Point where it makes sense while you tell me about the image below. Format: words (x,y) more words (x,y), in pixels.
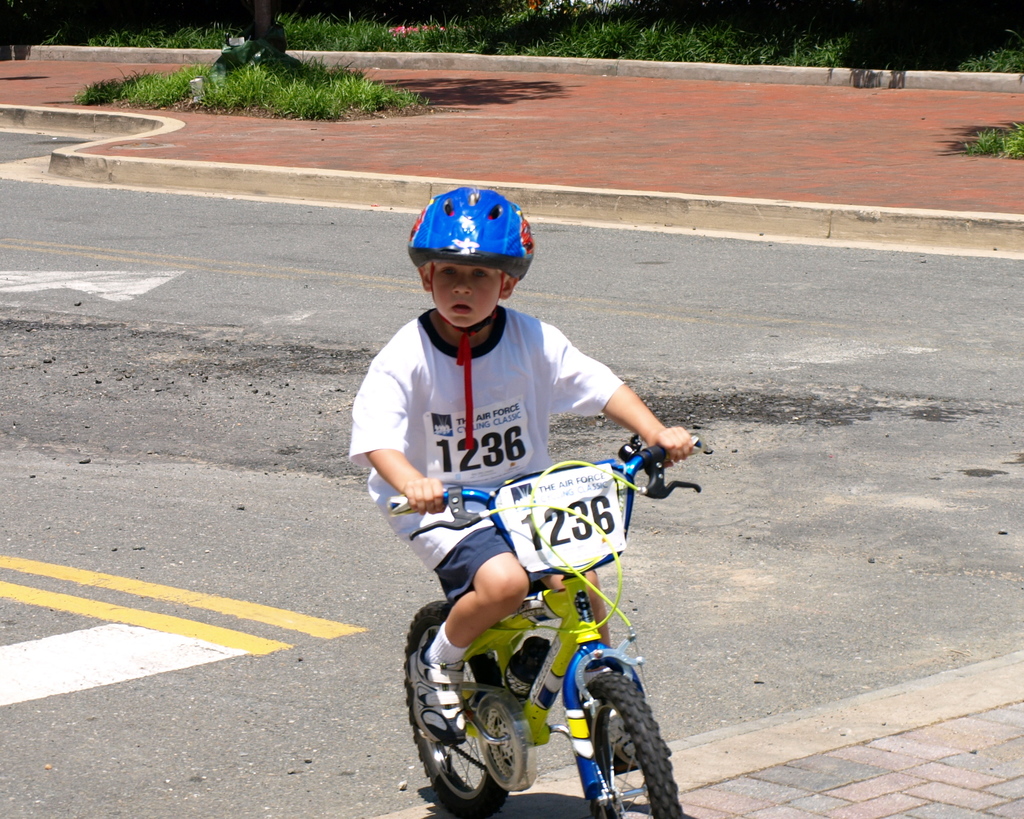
In this picture we can see kid (439,462) riding a bicycle (491,650), he is wearing a helmet (461,226), at the back side (327,101) we can see grass (288,94).
